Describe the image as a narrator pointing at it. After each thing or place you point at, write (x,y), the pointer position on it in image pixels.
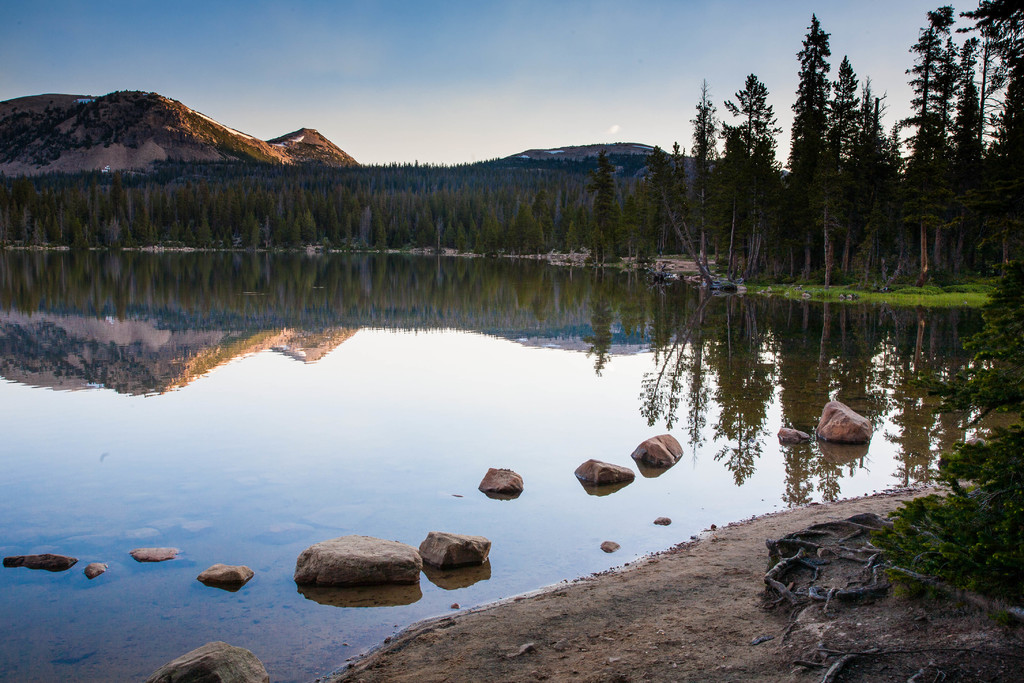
There is water (469,422) and stone (405,583) in the foreground (441,428), there are trees (594,216), mountains (184,129) and sky (583,135) in the background area (654,127). There is muddy texture (684,592) and greenery (970,529) at the bottom side (972,544).
